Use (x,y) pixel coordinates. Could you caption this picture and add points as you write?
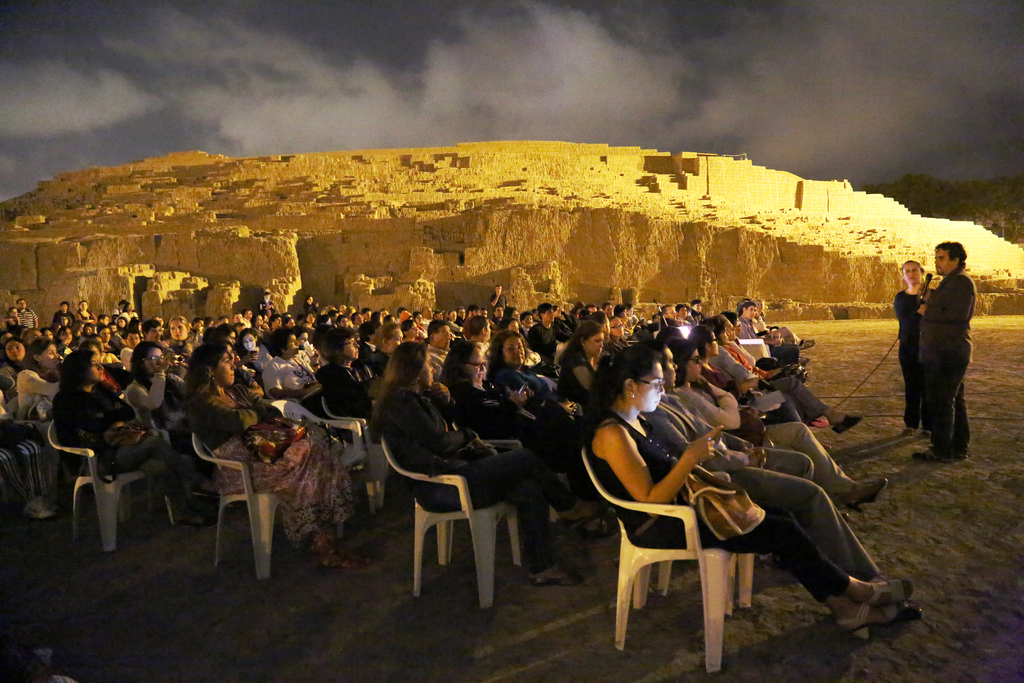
In this picture there are group of people (493,372) sitting on the chairs (672,511). On the right side of the image (931,364) there is a person (969,362) standing and holding the microphone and there is a person (908,411) standing. At the back (691,197) there is a building (221,204). At the top (525,23) there is sky (931,80) and there are clouds (514,44). At the bottom (586,621) there is sand (582,624).
